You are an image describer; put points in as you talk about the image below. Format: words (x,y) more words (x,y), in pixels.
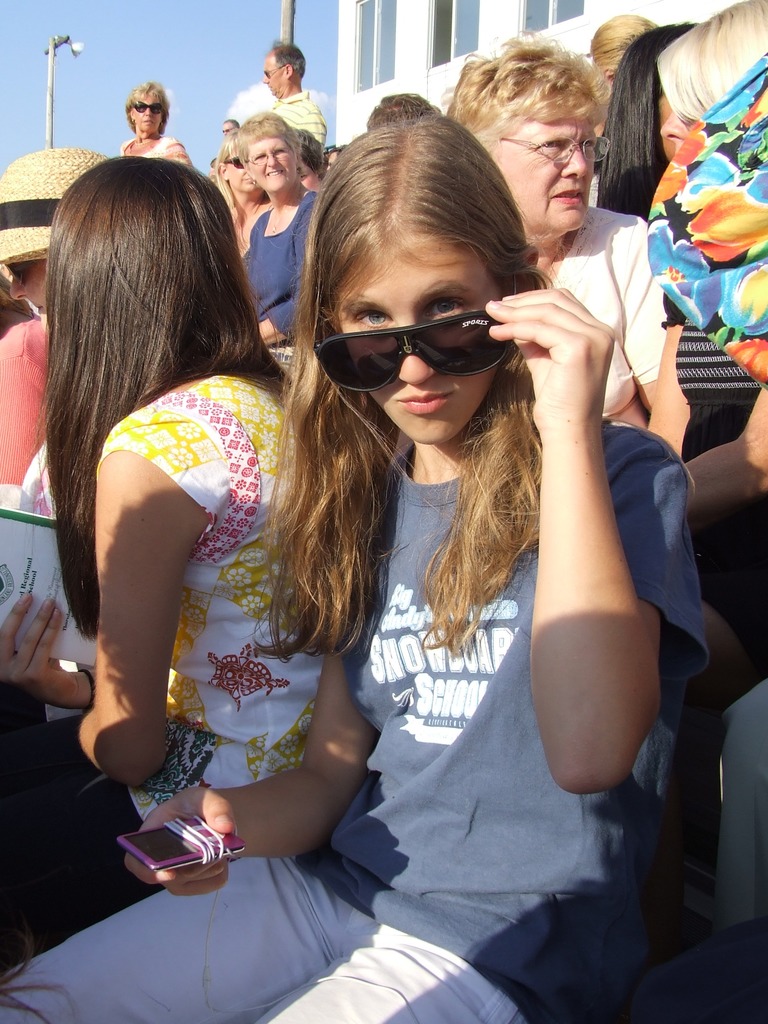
In this picture, there are group of people (454,542). In the center (428,608), there is a woman (551,601) wearing blue t shirt (443,785) and white trousers (287,947). She is holding a device (154,858) in one hand (168,874) and goggles (480,347) in another hand (512,302). Beside her, there is a another woman (276,405) in white top (235,667) and she is holding a book (8,544), she is facing backwards. In the background (303,146), there are people (303,146), buildings (374,84), poles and a sky (166,41).
